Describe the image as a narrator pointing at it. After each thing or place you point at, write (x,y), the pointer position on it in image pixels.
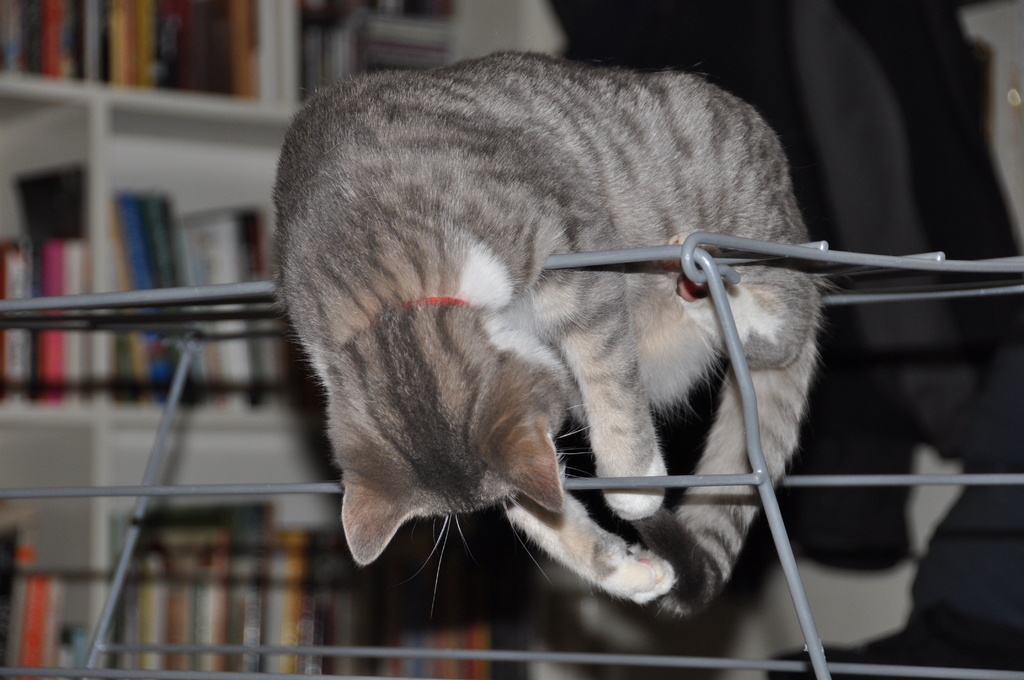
In this image we can see a cat (760,221) on metal rods (854,272). In the background (75,50), we can see some books (61,50) in the racks (197,482).
